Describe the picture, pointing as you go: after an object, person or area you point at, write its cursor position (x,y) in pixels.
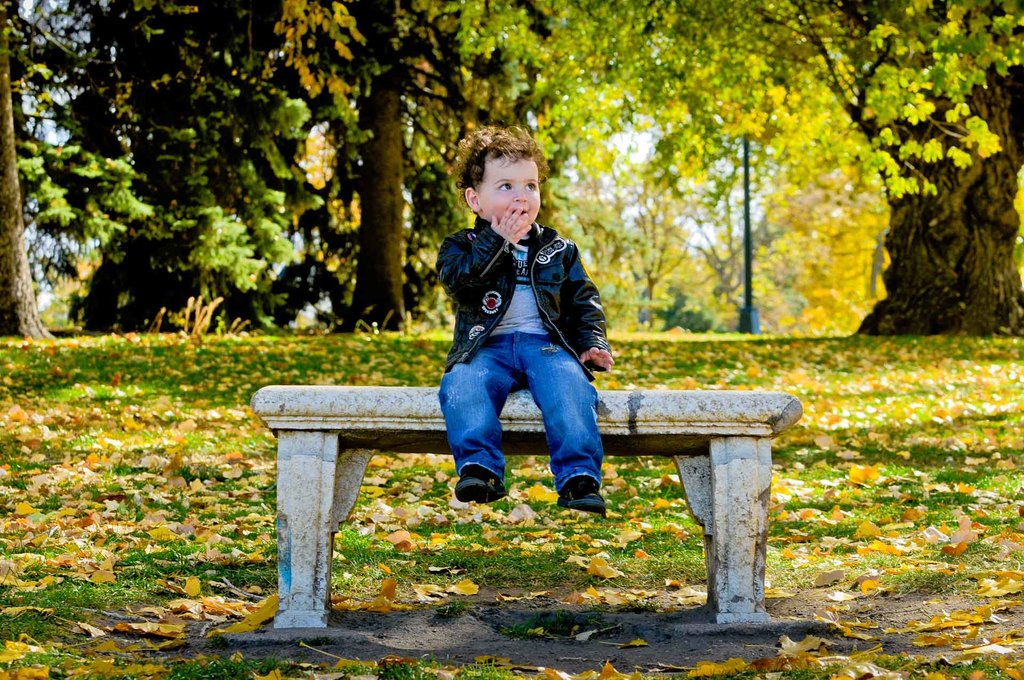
In this image i can see a boy (577,285) sitting on a bench (420,421). In the background (351,133) i can see trees (302,97), a pole (747,321) and sky (638,146).
